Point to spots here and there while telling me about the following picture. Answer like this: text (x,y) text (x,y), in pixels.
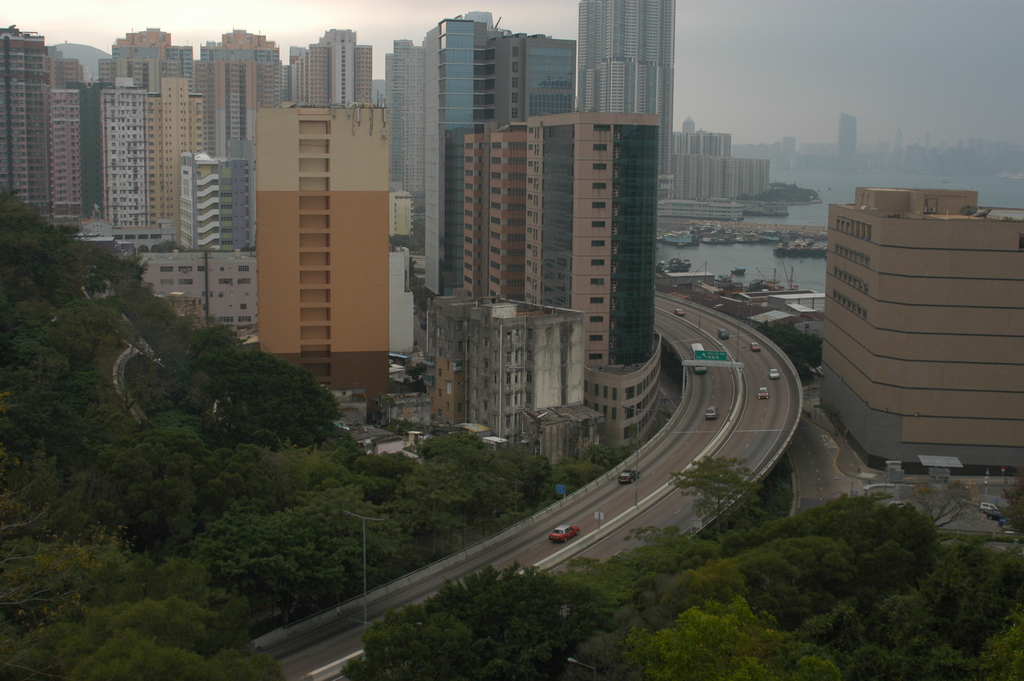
This is an aerial view, in this image there are trees (251,545), bridge (662,493), on that bridge (616,519) there are vehicles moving on either side of the bridge (696,334) there are buildings (642,189) and there is a river (815,215).
